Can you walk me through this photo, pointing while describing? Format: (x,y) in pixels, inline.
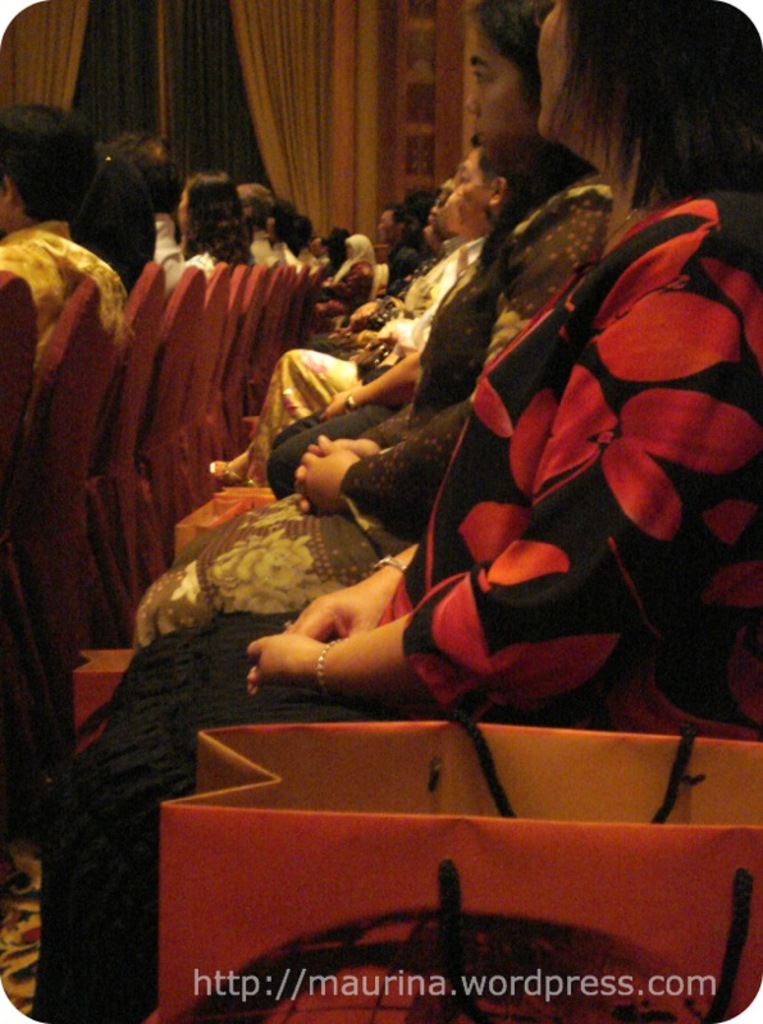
People (561,311) are sitting on chairs (210,300). Beside this woman (507,494) there is a bag (491,807). Far there are curtains (166,71). Bottom of the image (527,974) there is a watermark (591,985).
